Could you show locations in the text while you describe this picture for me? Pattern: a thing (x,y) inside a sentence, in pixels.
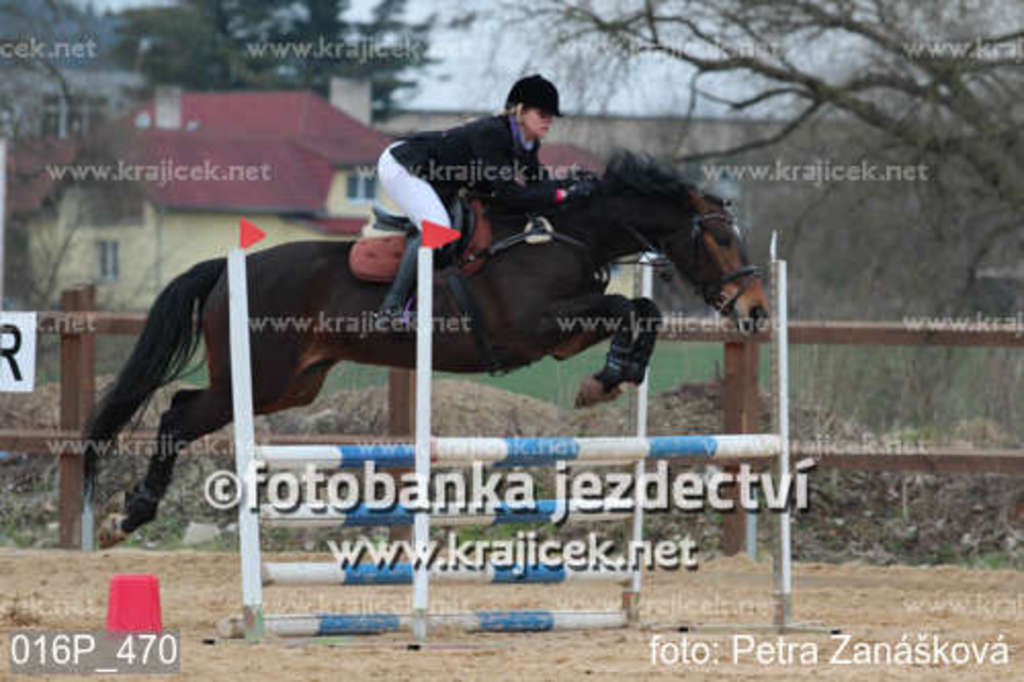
In the foreground of the picture (523,594) there are sand (247,660), bucket (120,628), iron frame (471,443) and a woman (504,164) riding a horse (488,317). In the center of the picture (540,384) there are plants (789,362), soil (712,403), fencing (872,335) and grass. In the background (192,115) there are trees (929,165), buildings (665,121) and sky (450,33). On this pictures there is text (76,646).
